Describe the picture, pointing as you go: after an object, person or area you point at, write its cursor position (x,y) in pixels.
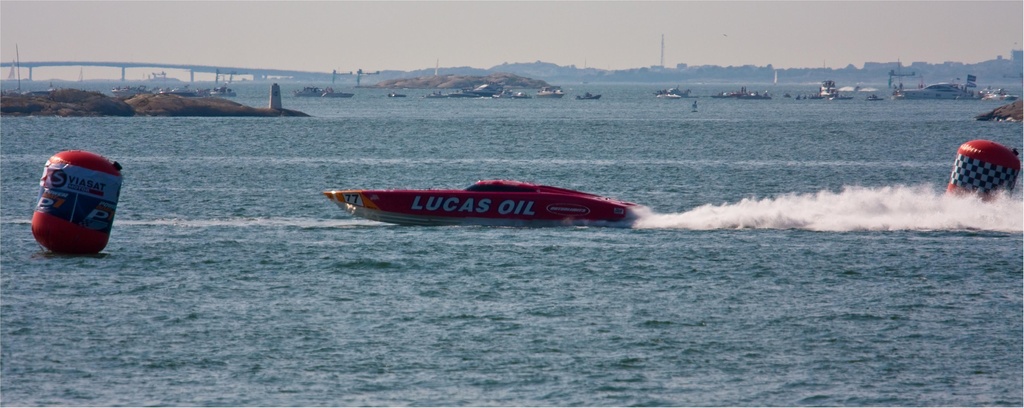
In this image there are a few people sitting in boats (482,86), which are floating on the river (422,278), there are a few inflatable structures (983,193). In the background (430,75) there is a bridge (58,62), mountains (497,68) and the sky (419,48).
